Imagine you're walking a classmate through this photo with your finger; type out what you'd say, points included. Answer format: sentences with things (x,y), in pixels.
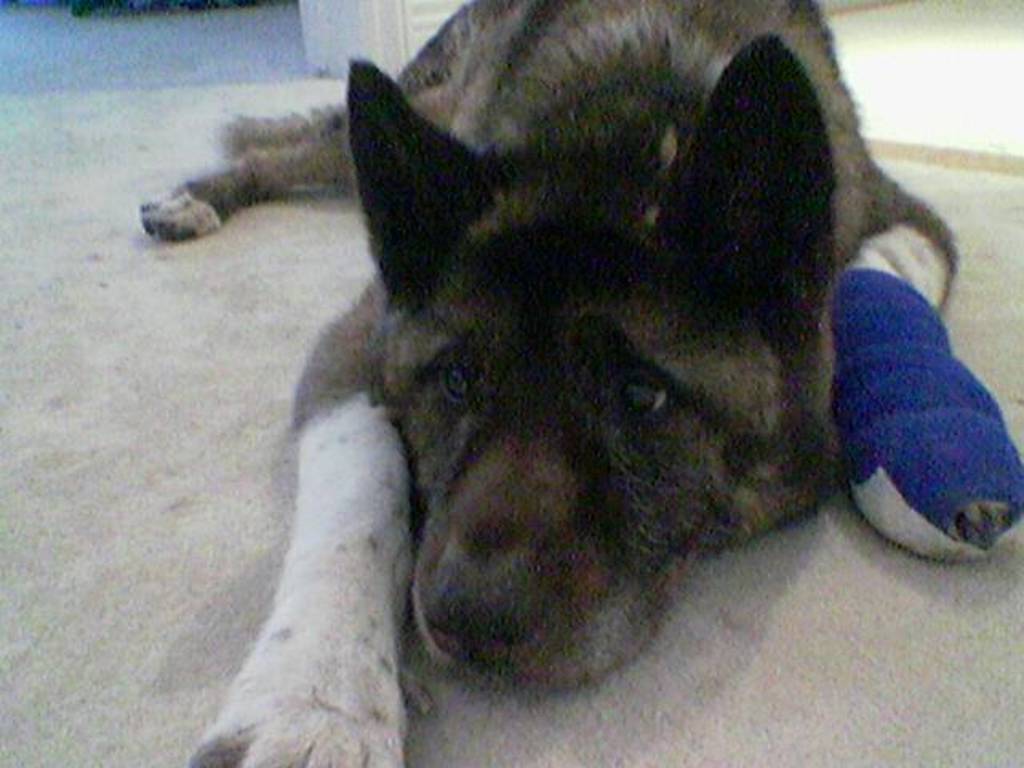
In this picture I can see a dog (500,272) on the carpet (66,764) and I can see a bandage (894,410) to its leg (843,446).
